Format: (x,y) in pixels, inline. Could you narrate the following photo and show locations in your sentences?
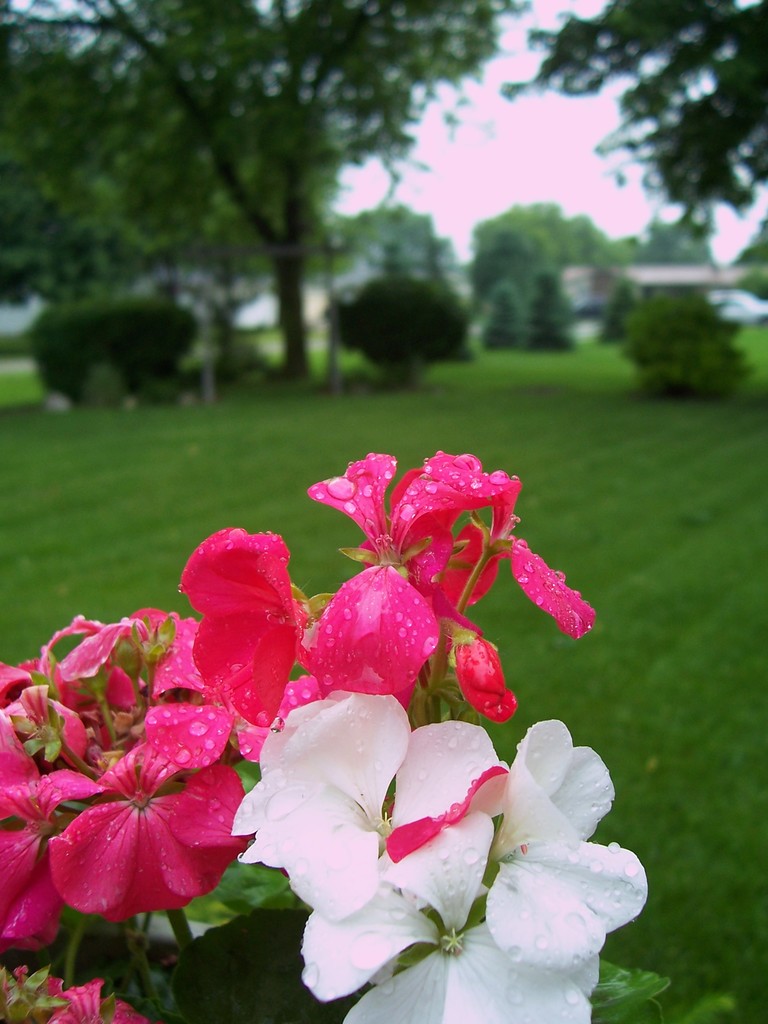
In front of the image there are flowers (280,673), behind the flowers (331,682) there is grass (259,458) on the surface (283,458) and there are trees (380,250) and bushes (405,285).
